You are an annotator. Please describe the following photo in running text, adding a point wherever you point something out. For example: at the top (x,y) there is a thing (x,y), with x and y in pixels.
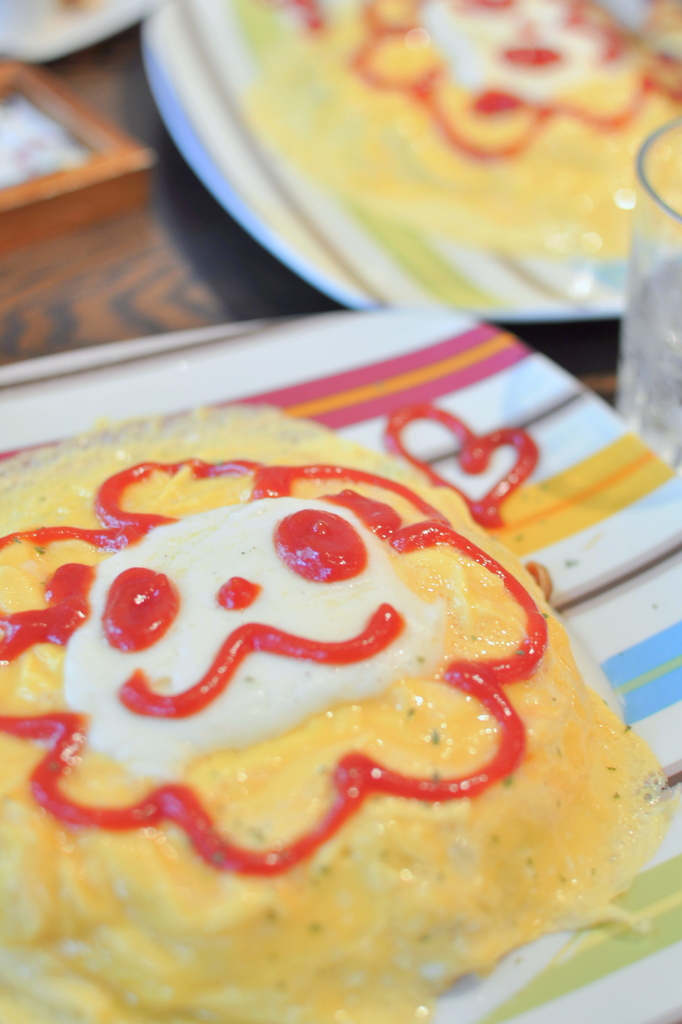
There are plates (307,326) on a surface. On the plates (380,215) there are some food items (372,652). On the food item (276,753) there is sauce (316,563) and some other things (303,583).
